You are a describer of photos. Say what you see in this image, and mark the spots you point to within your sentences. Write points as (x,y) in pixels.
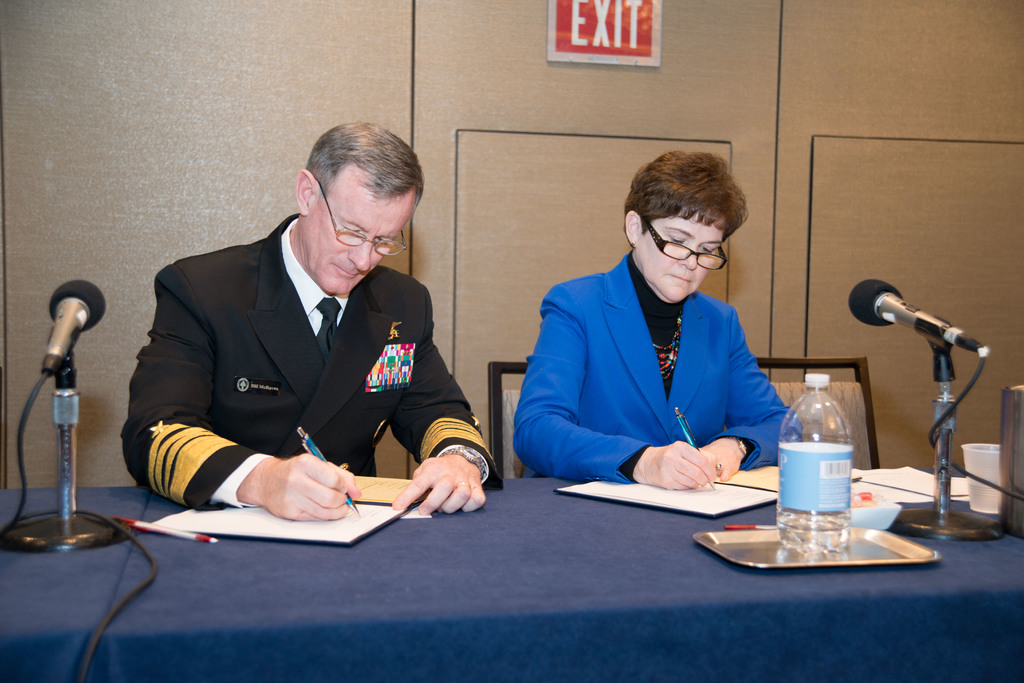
This image is taken indoors. In the background (557,127) there is a wall (632,101). At the bottom of the image (489,601) there is a table (200,615) with a table cloth (710,601), two mics (942,478), a cup (973,508), a bowl (856,512) with fruits (853,497), a tray (876,548), a water bottle (816,518) and a few things (924,500) on it. In the middle of the image (533,399) a man (317,410) and a woman (548,359) are sitting on the chairs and they are holding pens (698,449) in their hands (355,497) and writing in the books (725,505).
